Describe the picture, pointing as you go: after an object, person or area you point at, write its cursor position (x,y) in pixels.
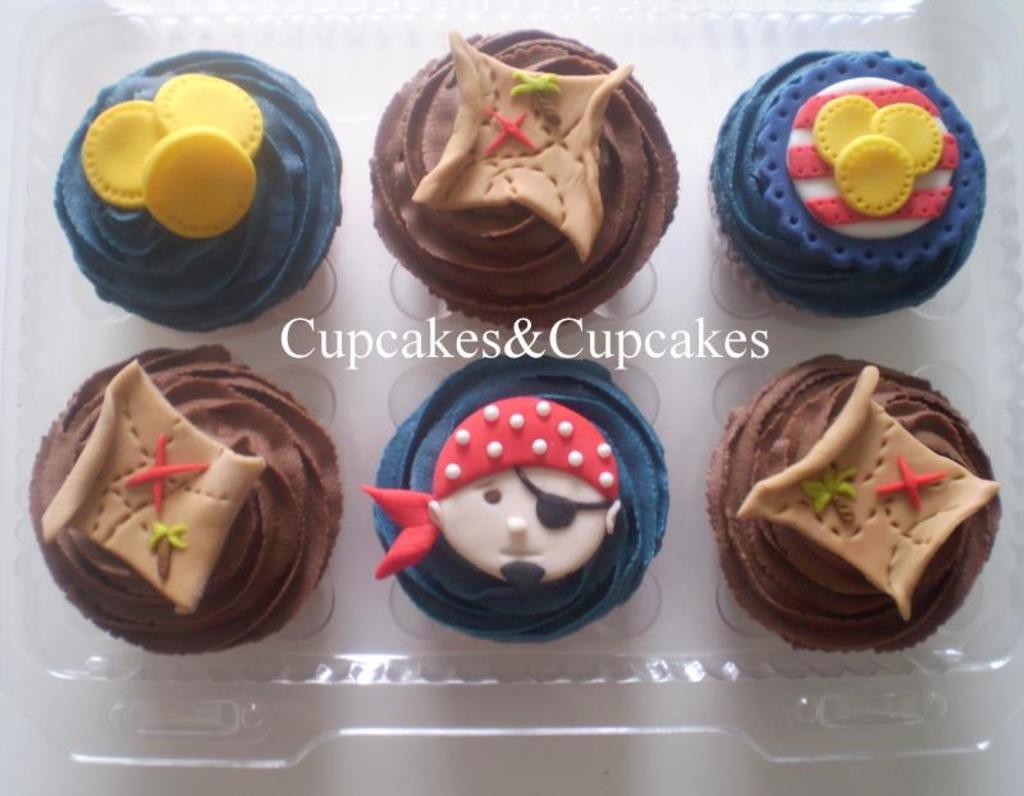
Here in this picture we can see number of cup cakes (441,202) present in a box (354,434), which is present on the table (502,749) and in the middle (376,346) we can see some text (609,363) present.
